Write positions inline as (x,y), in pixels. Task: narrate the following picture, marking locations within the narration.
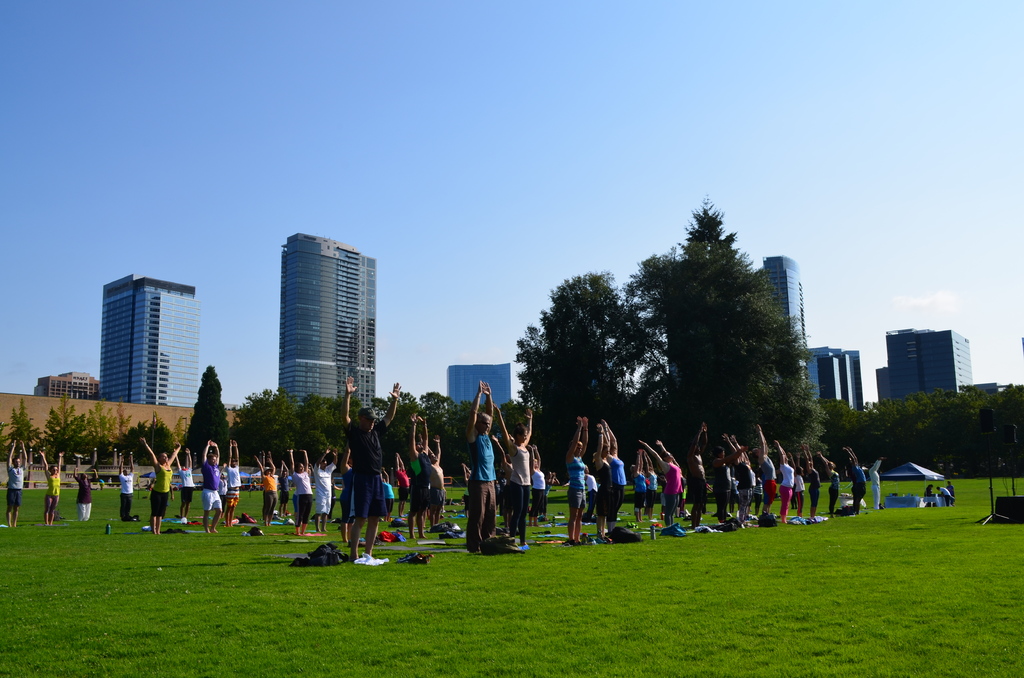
In this image I can see the ground (761,608), number of persons (677,488) are standing on the ground (459,490), few clothes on the ground (827,495) and a small tent (886,476). In the background (849,433) I can see few trees (757,403), few buildings (299,319) and the sky (615,172).
